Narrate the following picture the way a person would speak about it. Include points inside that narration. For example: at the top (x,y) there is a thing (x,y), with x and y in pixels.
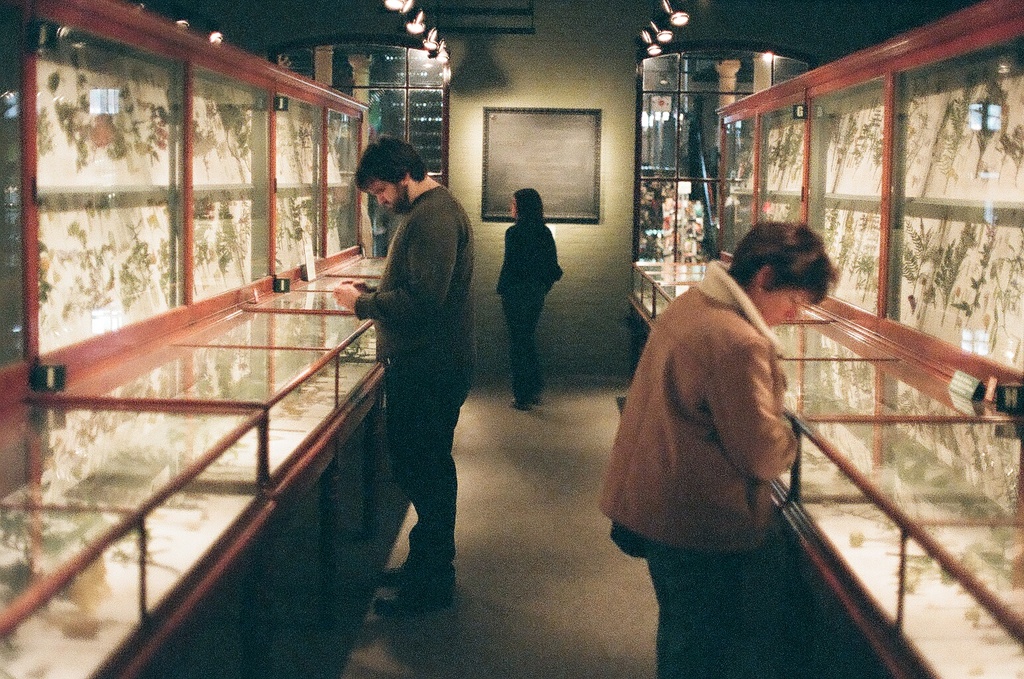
In this image I see the glass containers (69,55) in which there are few things (142,144) and I see 3 persons (436,314) and I see the path (450,672) and I see the lights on the ceiling (369,38). In the background (704,45) I see the wall (742,32) on which there is a black color thing (539,159).
